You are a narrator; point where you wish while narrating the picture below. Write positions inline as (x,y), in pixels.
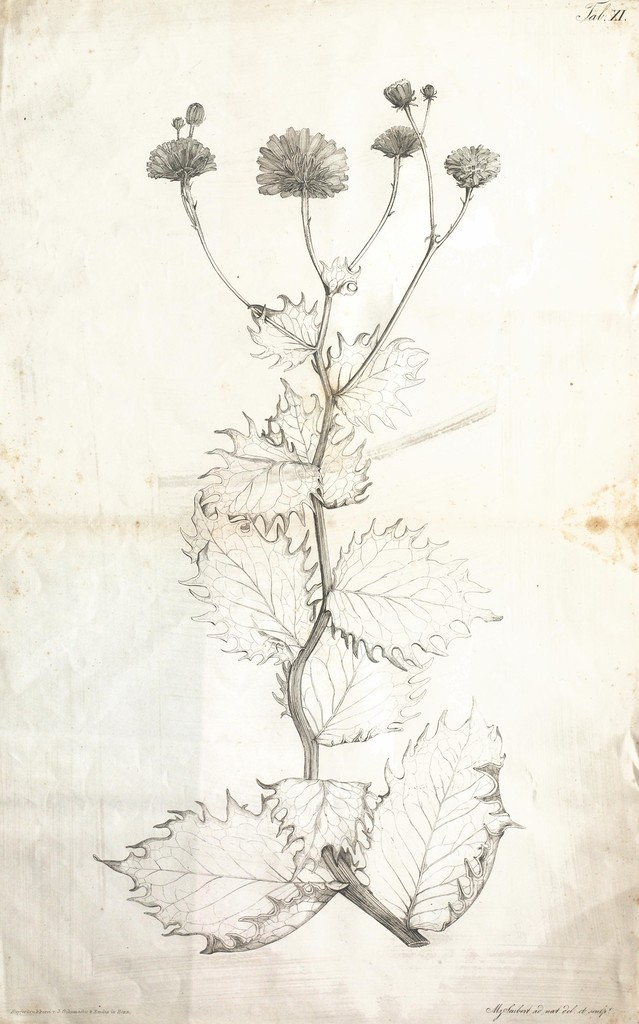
This image consist of a picture of a plant (317,896) on the paper (443,292).
